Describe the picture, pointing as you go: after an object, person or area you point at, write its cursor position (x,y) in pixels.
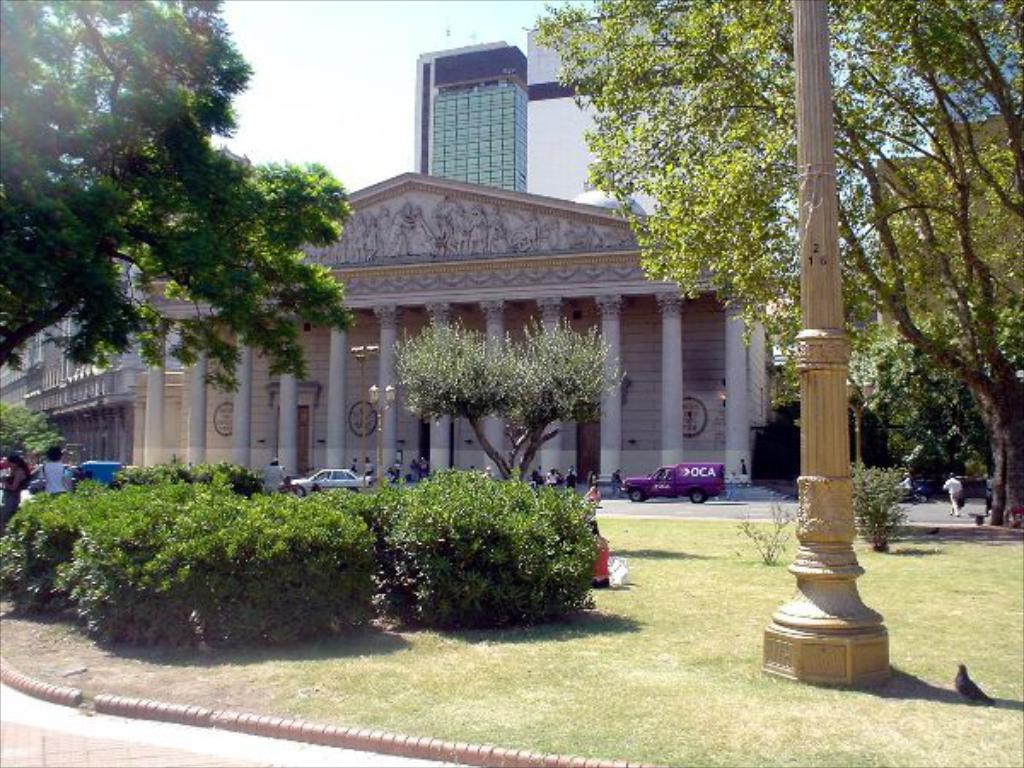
In this image I can see there are buildings (466,240). And there are vehicles (708,492) on the road (758,511) and there are persons (742,471). And there are plants (400,531), pole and grass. And there is a ground (95,737).
